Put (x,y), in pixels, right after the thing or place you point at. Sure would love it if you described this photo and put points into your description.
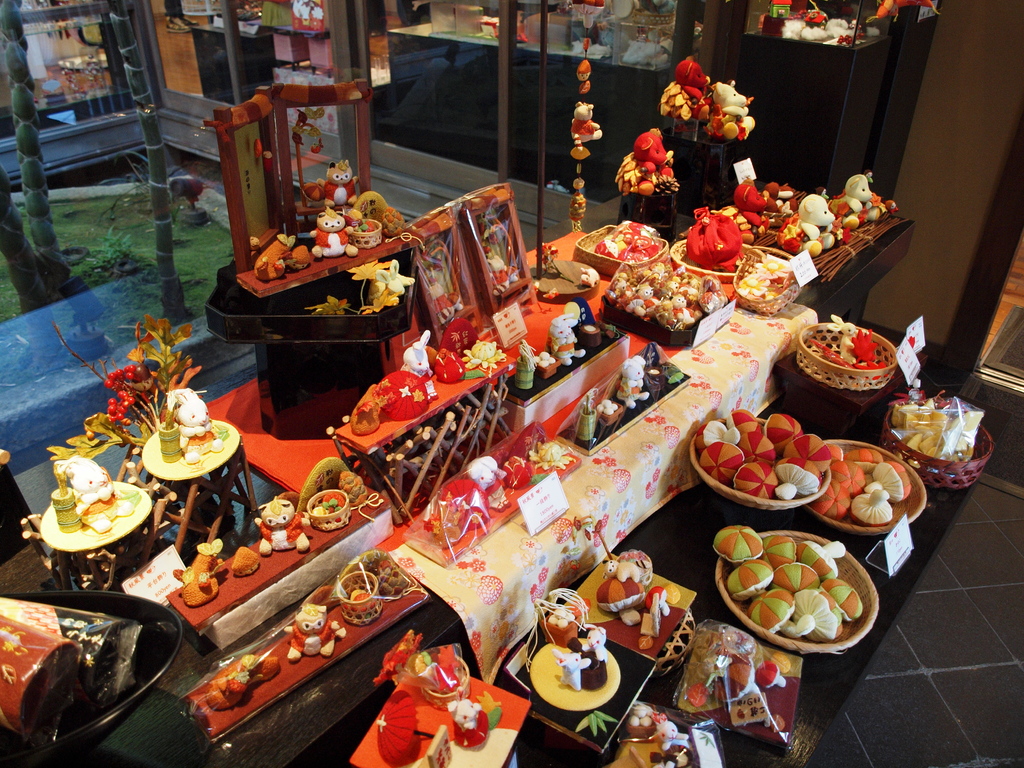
On the table (897,385) we can see the plates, bowls (888,363), sweets (626,245), frames (449,252), toys (647,180), cotton boxes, cloth (506,613), paper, flower (127,417) and other objects (412,401). In the background (733,65) we can see the table (607,65) and wall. On the left (170,249) we can see tree (52,234), plant (112,242) and grass (93,242).
